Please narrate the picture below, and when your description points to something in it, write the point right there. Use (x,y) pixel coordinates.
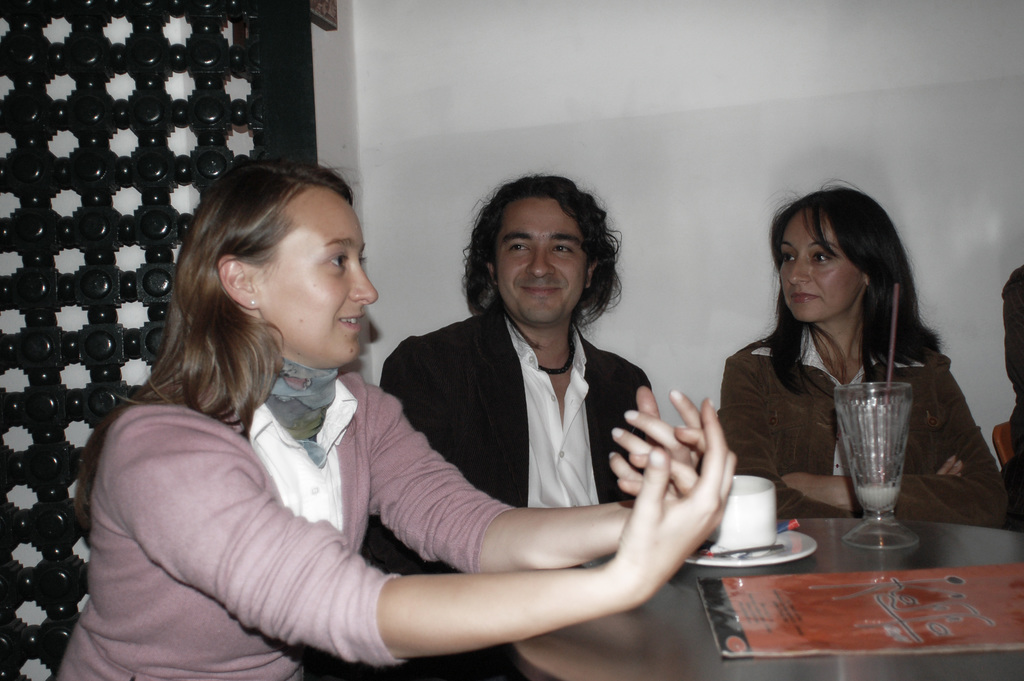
In this image there are people (580,355) sitting on the chairs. In front of them there is a table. On top of it there is a glass (886,423) with the straw (886,423) in it and there are some other objects (750,601). Behind them there is a wall (587,123). On the left side of the image (75,40) there is a wooden structure (282,44) with holes (117,78).
